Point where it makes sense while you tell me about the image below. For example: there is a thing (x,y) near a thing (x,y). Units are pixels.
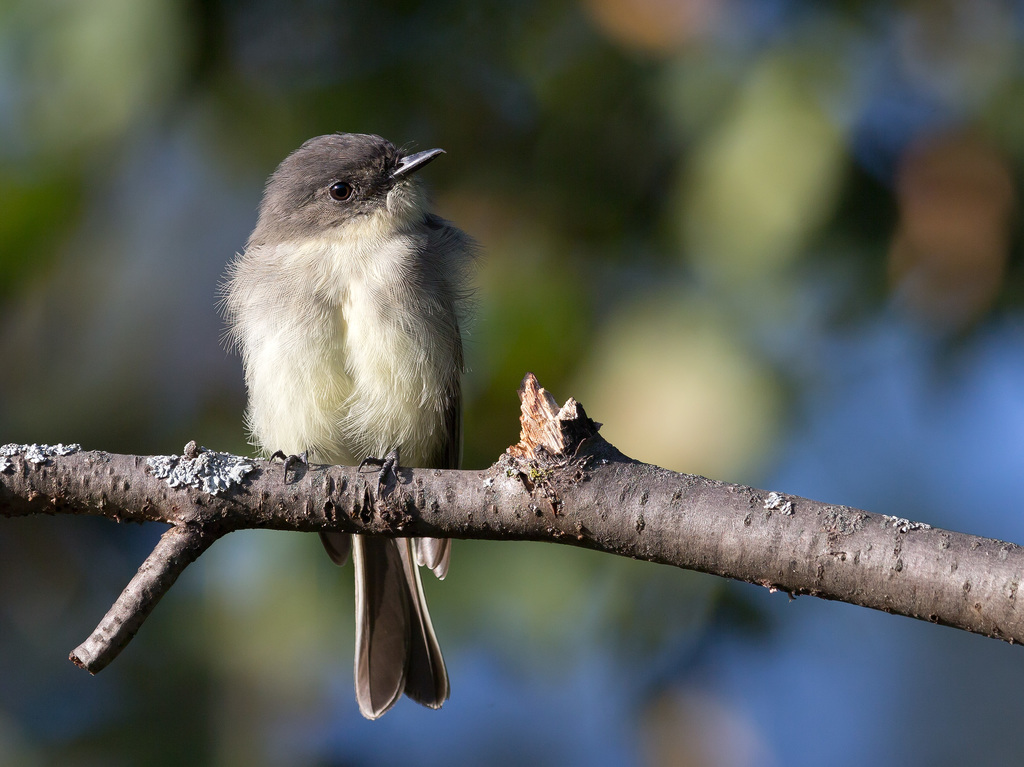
As we can see in the image, there is a bird (286,285) standing on tree branch (394,490). It is in brown and white color.
